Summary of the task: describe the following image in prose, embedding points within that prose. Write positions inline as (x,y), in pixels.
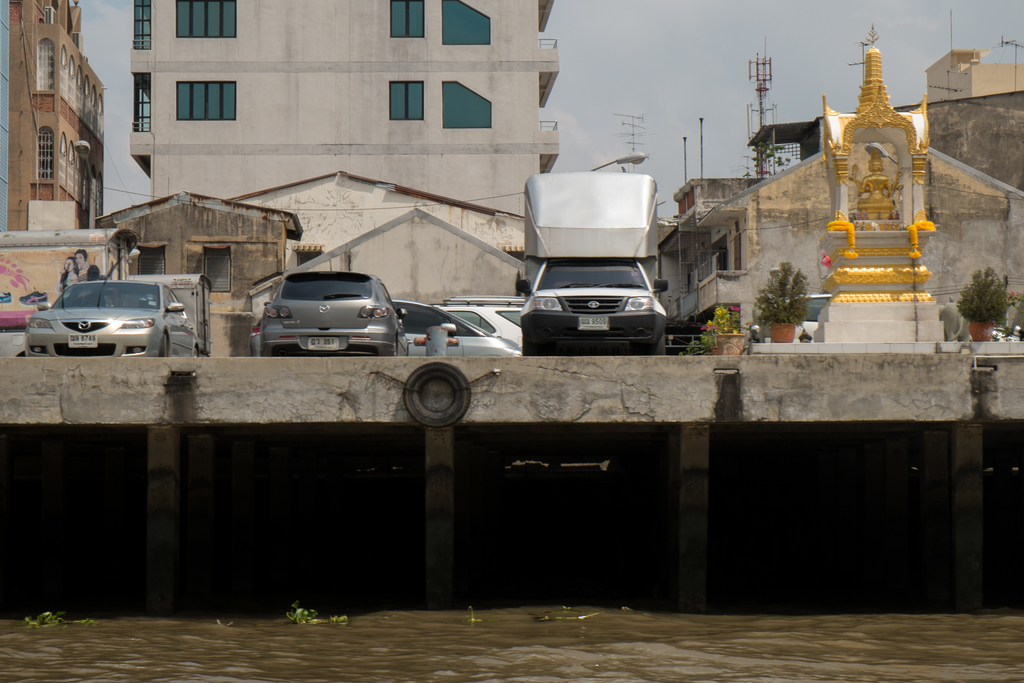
In this picture we can see water (490,630) and few vehicles (360,336) on the bridge (333,359), in the background (178,267) we can see few buildings (528,111), lights (618,159) and a tower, on the right side of the image (872,60) we can see few plants (798,320) and a sculpture (849,219).
